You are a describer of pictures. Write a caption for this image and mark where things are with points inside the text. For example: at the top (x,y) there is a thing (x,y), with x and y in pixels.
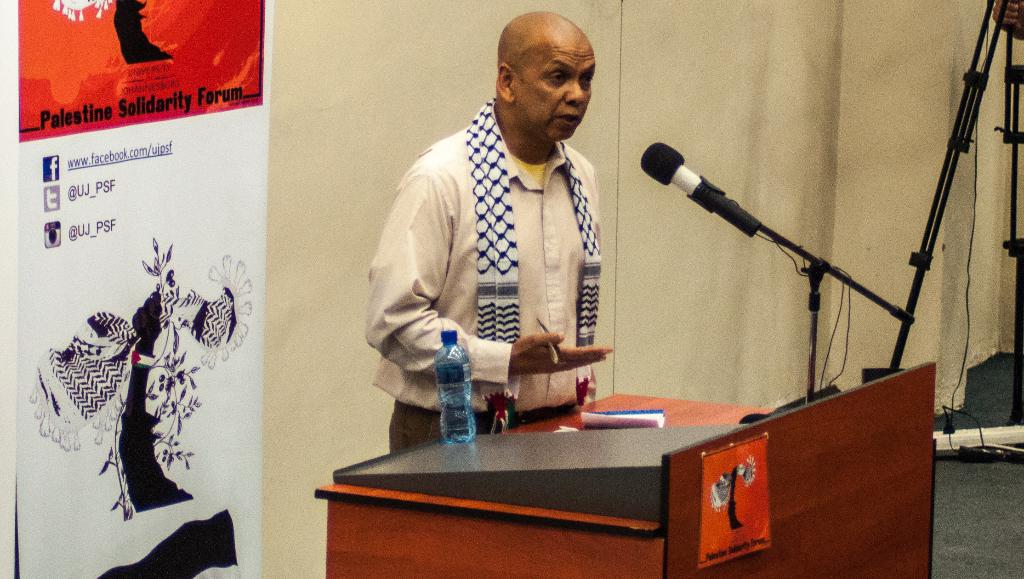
In the picture there is a bald headed man (513,216) with scarf (502,266) in his shoulder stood in front of podium (767,422) talking on mic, there is a bottle (467,406) on the podium (593,448) and on the backside of him there is a poster (136,314) and to the right side (1013,114) corner there is a tripod stand (975,97).
